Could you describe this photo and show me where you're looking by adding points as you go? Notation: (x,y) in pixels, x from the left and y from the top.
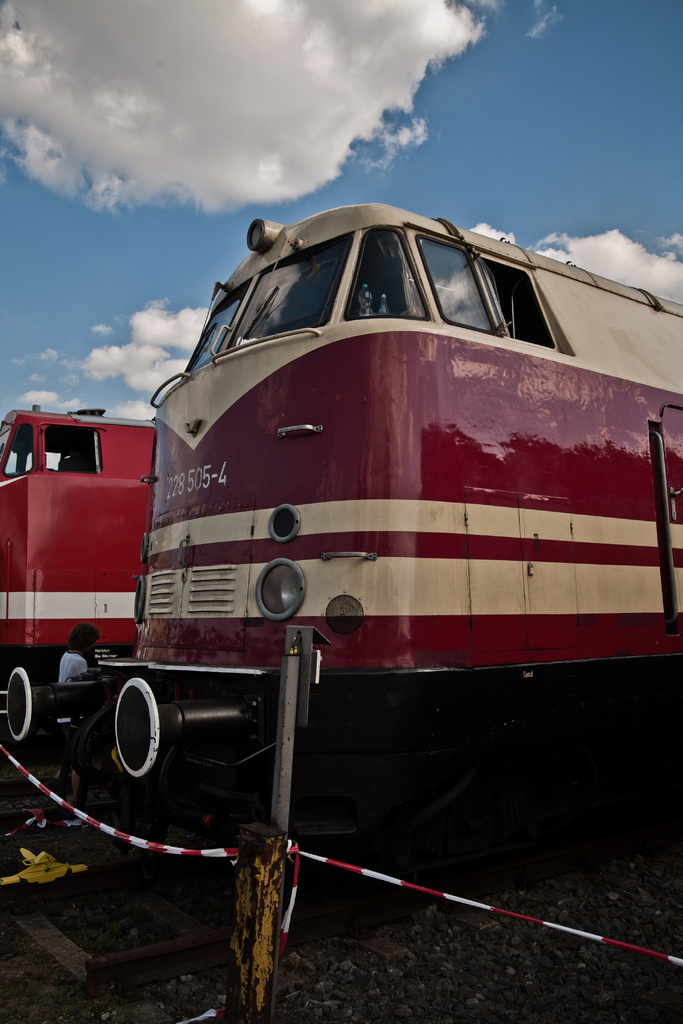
In this image there are two trains (122,530). This is the barricade (291,864). The sky (166,117) is cloudy.
